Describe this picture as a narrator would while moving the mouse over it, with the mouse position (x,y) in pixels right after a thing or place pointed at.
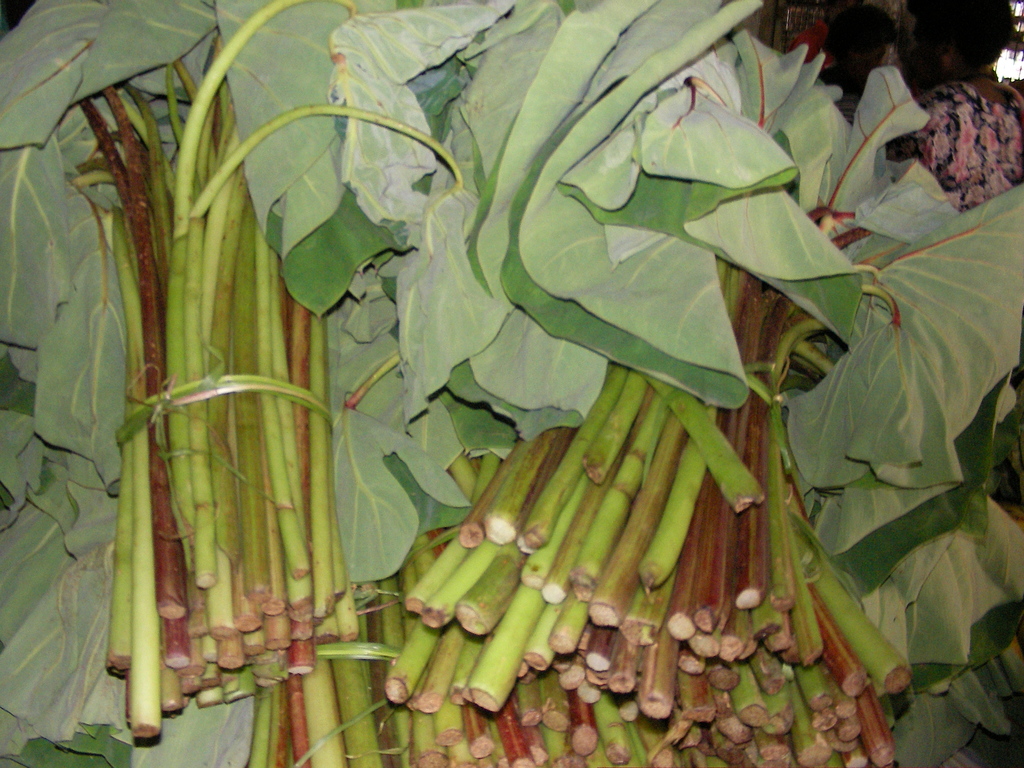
In this image there are few bunches (576,492) of leaves (997,612). Right top there are few persons (957,2).
